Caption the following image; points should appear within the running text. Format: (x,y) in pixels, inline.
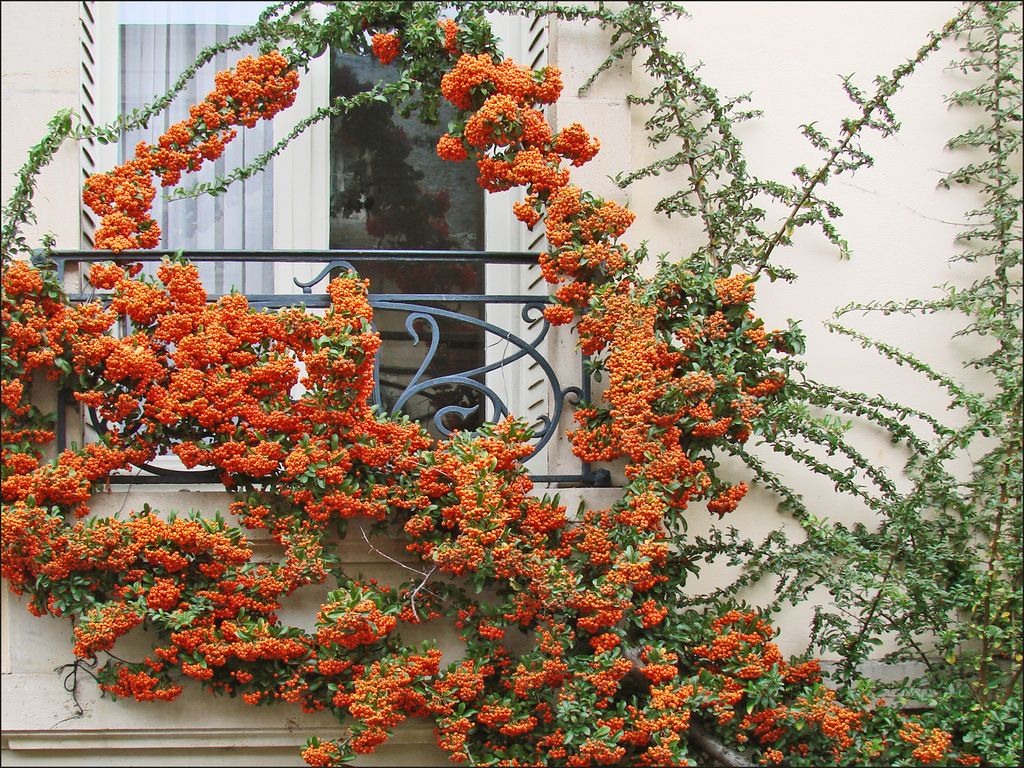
In this image I can see a window (512,271), a railing (404,254), the wall (899,150) and in the front of the wall (779,137) I can see plants (995,732) and orange colour of flowers (736,683).
